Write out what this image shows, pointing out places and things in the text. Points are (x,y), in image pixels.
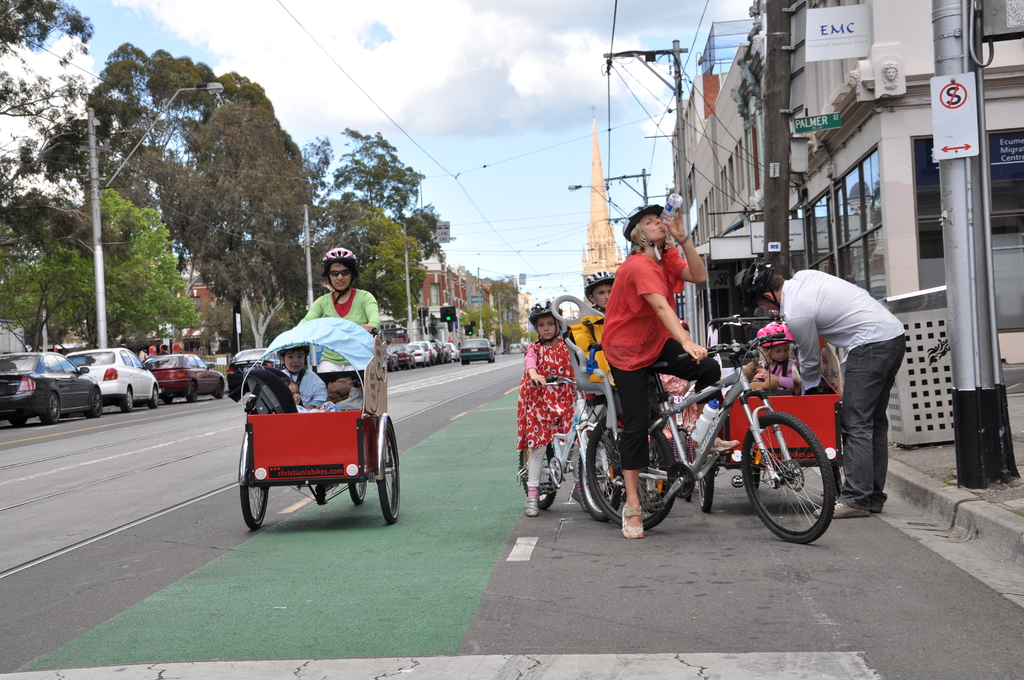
This picture is clicked on a road (656,583). There are people (343,294) on the road (670,583). The woman (336,307) to the center (350,308) is riding a vehicle (336,347) and in front of it there is basket (305,411) and a kid (312,379) is sitting in it. To the right corner (683,349) there is a woman (629,314) and kids (529,382) holding bicycles (560,380). There many cars (45,410) parked on the road (681,569). There are building (441,289), street lights (193,88), trees (237,144), sign boards (816,45) and sky (519,126) in the background (503,269).
